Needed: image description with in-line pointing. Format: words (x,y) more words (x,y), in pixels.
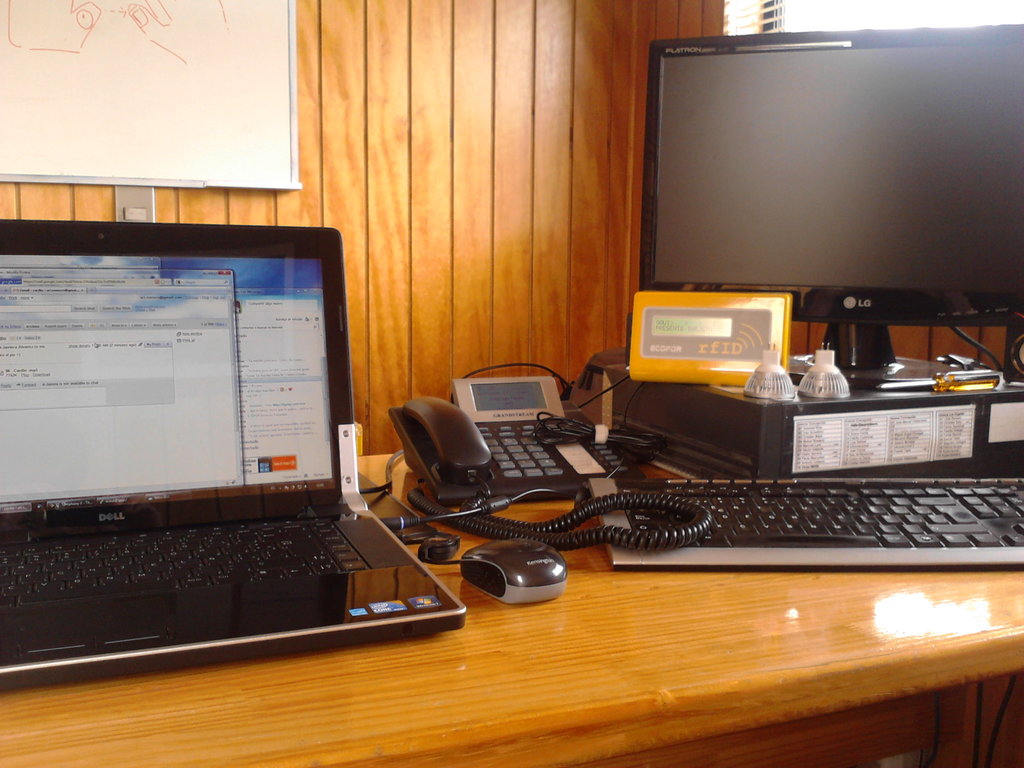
In this picture we can see a laptop (216,399), mouse (541,565), telephone (530,538), keyboard (807,493), monitor (848,323) on the table (348,758), and also we can see a notice board (169,88).
